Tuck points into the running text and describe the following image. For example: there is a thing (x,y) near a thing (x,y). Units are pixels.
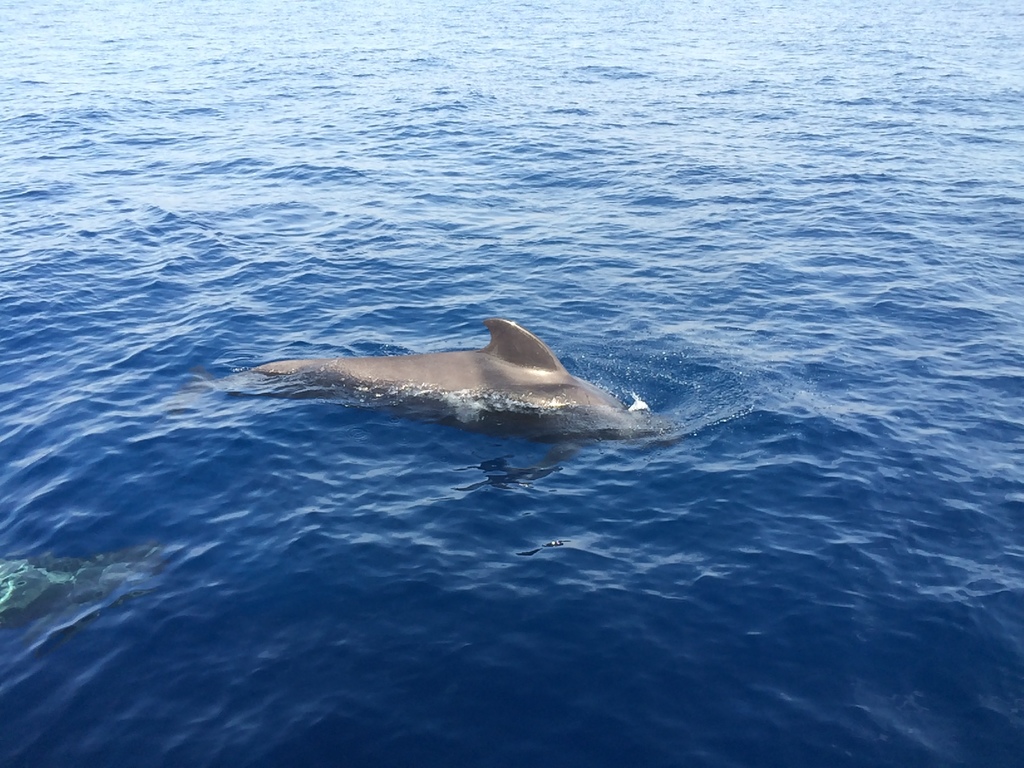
In this image I can see an aquatic animal (436,394) in the water (536,443). I can see the water (605,236) in blue color.
